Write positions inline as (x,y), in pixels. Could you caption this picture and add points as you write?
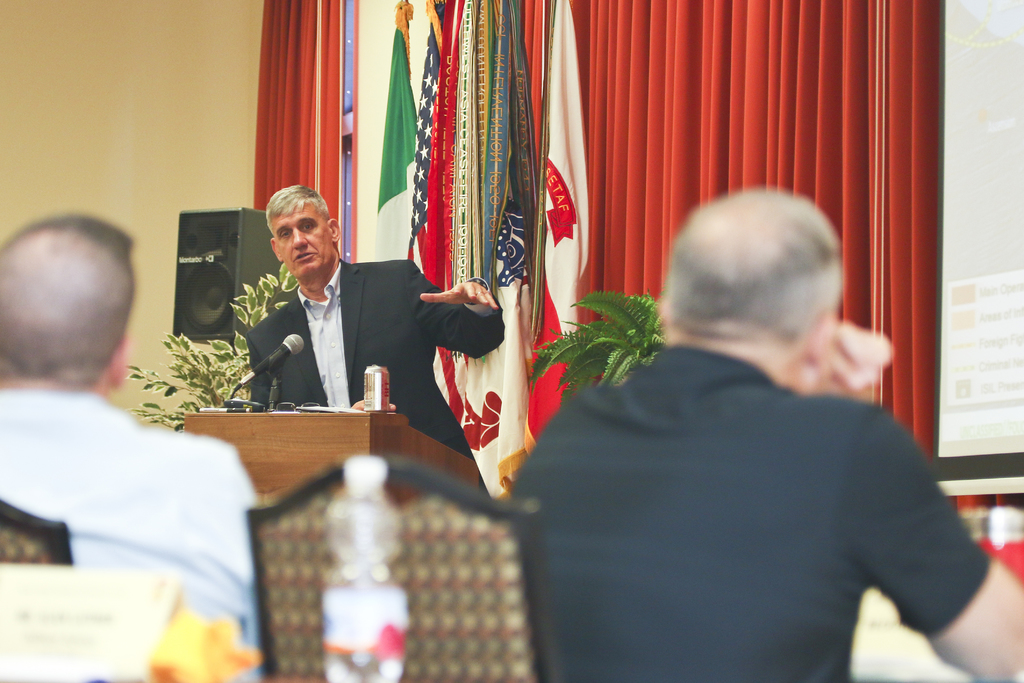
This is an inside view. Here I can see two men (145,537) sitting on the chairs (451,609) facing towards the back side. In the background (396,277) there is a man (383,363) standing in front of the podium (355,440) and speaking. On the podium (357,425) there is a mike (269,357) and some other objects (322,406) are placed. At the back of this man (326,288) there are few plants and a red color curtain (712,90). On the right side (992,237) there is a screen (980,236). On the left side (117,103) there is a wall (117,112). At the bottom (147,587) there is a bottle (368,603) and a name board (83,623).
